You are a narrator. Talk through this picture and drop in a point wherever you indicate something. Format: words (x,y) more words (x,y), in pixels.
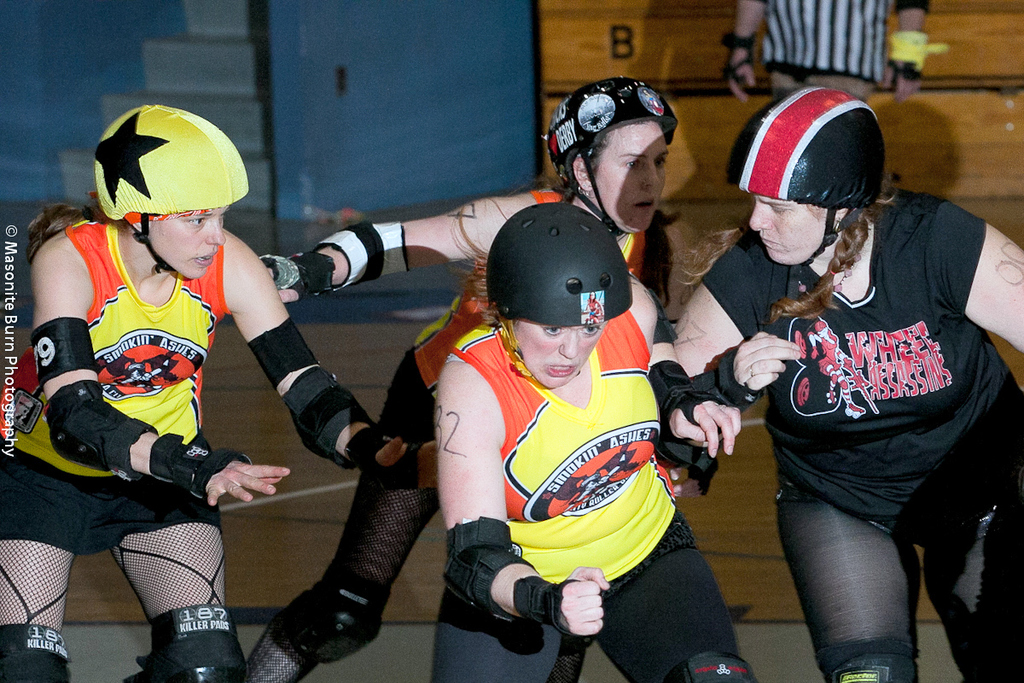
In the image we can see there are four women (477,336) wearing clothes (201,309), helmet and gloves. It looks like they are running, behind them there is another person (803,83) standing, wearing clothes (816,54). On the left middle (10,298) we can see the watermark (8,299).
